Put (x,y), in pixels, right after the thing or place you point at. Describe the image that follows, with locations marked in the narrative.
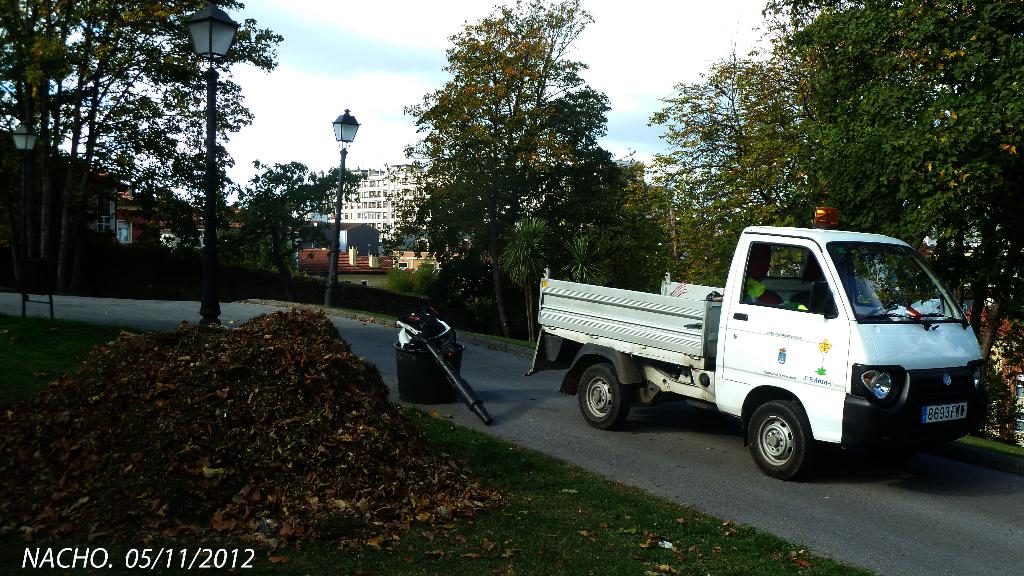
This picture is taken outside. There is a vehicle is on the road (765,483). There is a dustbin (422,366) on the road (500,417). On both sides of road (92,313) there are street lamps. There is trash (89,432) on a grassy land (55,346). At the background (115,292) there are few trees (313,190), buildings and sky (369,104).
